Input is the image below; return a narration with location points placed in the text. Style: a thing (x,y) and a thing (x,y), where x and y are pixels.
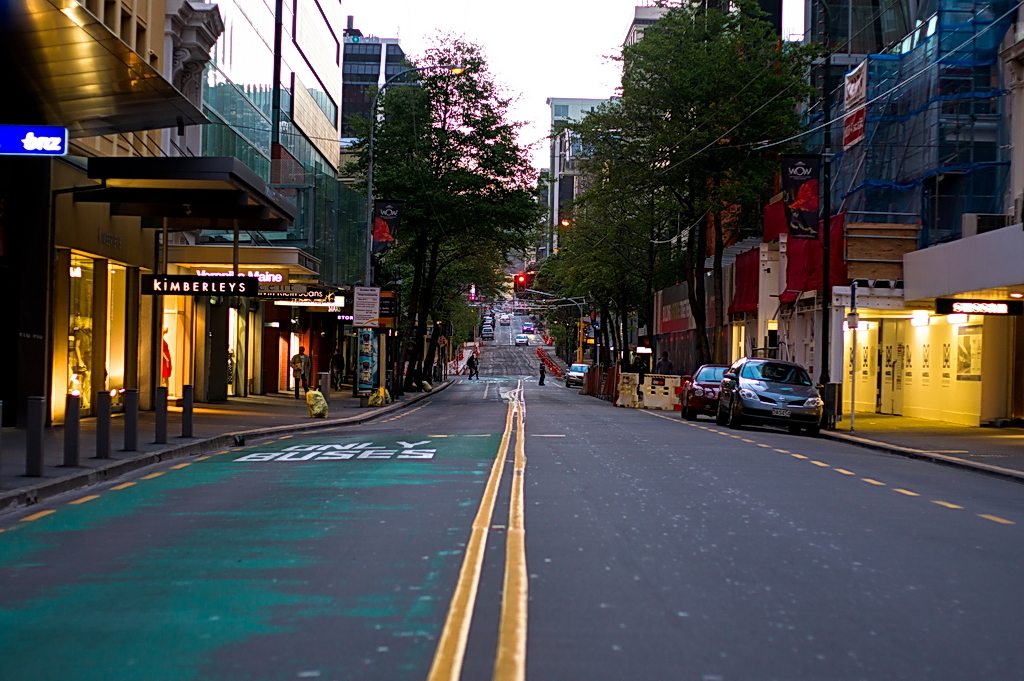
There is a road (512,519). On which, there are marks (509,429), vehicles (492,319) and persons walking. On the left side (188,439), there are poles (188,397) on the footpath (188,439), there is a person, there are buildings (233,163) which are having glass windows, there are hoardings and there are trees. On the right side (916,421), there is a footpath (874,430), there are buildings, there are trees (547,285). In the background (557,252), there are lights (517,280), buildings (572,136) and there is sky (519,30).
